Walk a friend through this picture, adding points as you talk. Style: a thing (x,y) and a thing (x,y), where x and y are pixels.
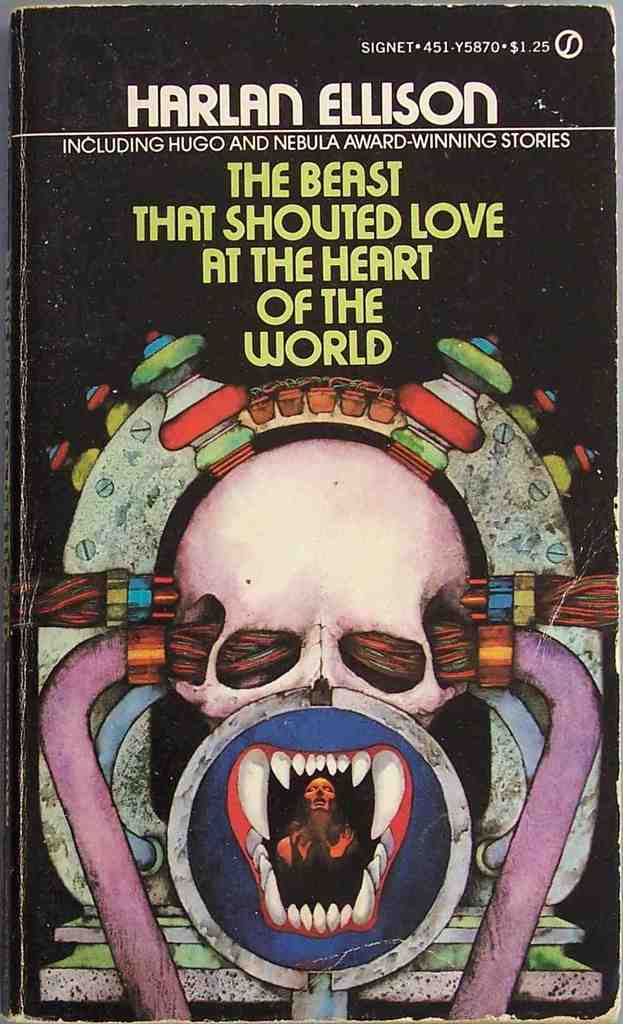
In this picture we can see a book cover (549,379), on this book cover (552,382) we can see a skull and some text (401,274) on it.
